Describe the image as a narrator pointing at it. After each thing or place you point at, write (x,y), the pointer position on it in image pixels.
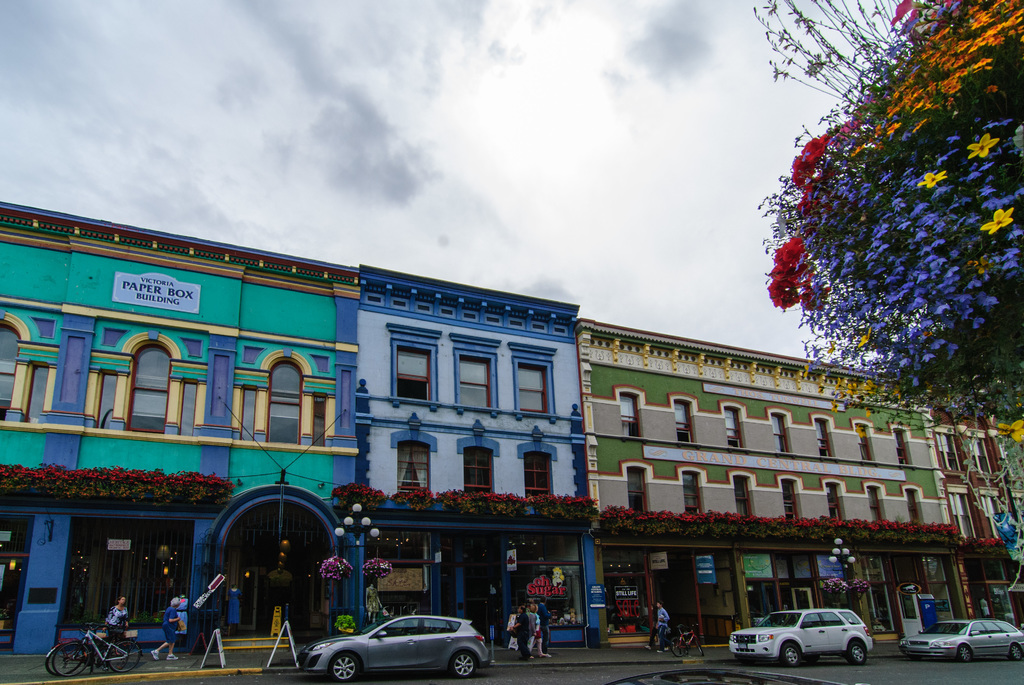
In this image, I can see the buildings (336,456) with windows (189,409), name boards (653,455), glass doors (486,560) and plants (133,475) with flowers (164,479). At the bottom of the image (115,619), I can see bicycles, few people (175,632) standing and cars (760,674) on the road (856,681). On the right side of the image (966,405), there is a tree (1001,321) with colorful flowers (936,213). In the background (419,200), there is the sky (411,161).
